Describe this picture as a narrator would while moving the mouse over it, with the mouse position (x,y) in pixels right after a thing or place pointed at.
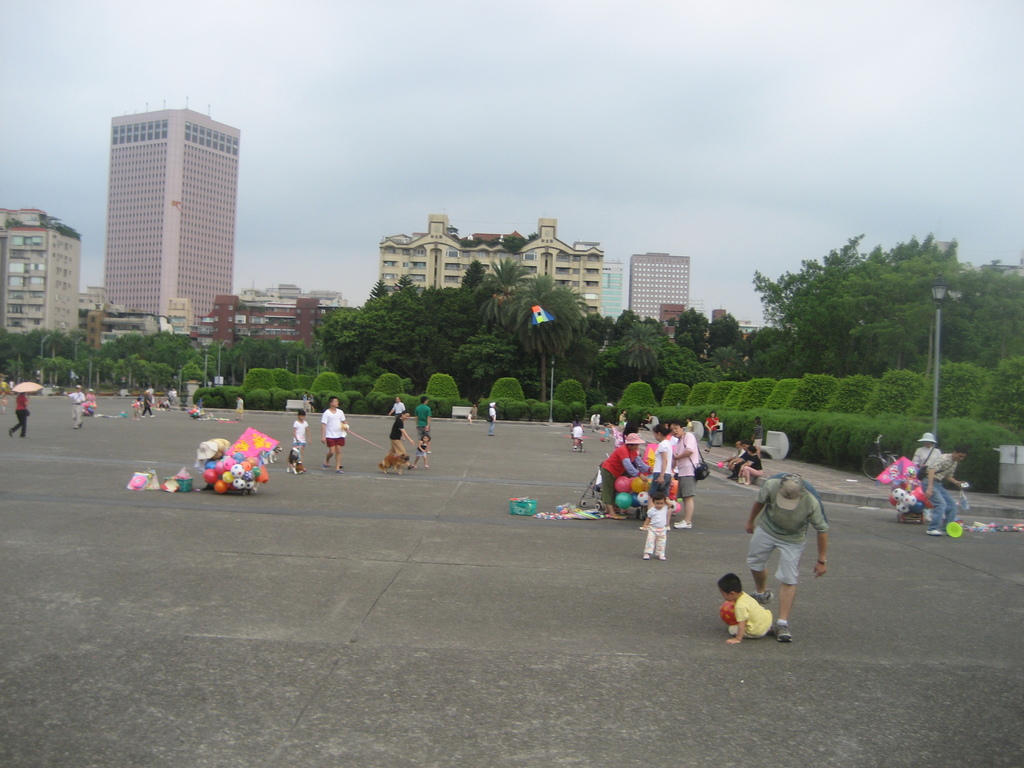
In this image few persons (331,432) are walking on the ground (378,508). A person (341,435) wearing a white shirt (337,413) is holding the belt (359,436) which is tied to the dog (394,467). There are few balls (237,476) and toys (227,459) are on the ground (336,581). A person (24,435) at the left side of image (24,417) is holding umbrella (32,390). Few persons (665,472) are standing on the ground (712,513). There are few benches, street lights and few plants (886,424) are on the pavement (845,491), behind there are few trees (394,352) and buildings (399,258). Top of image (484,157) there is sky (546,133).
